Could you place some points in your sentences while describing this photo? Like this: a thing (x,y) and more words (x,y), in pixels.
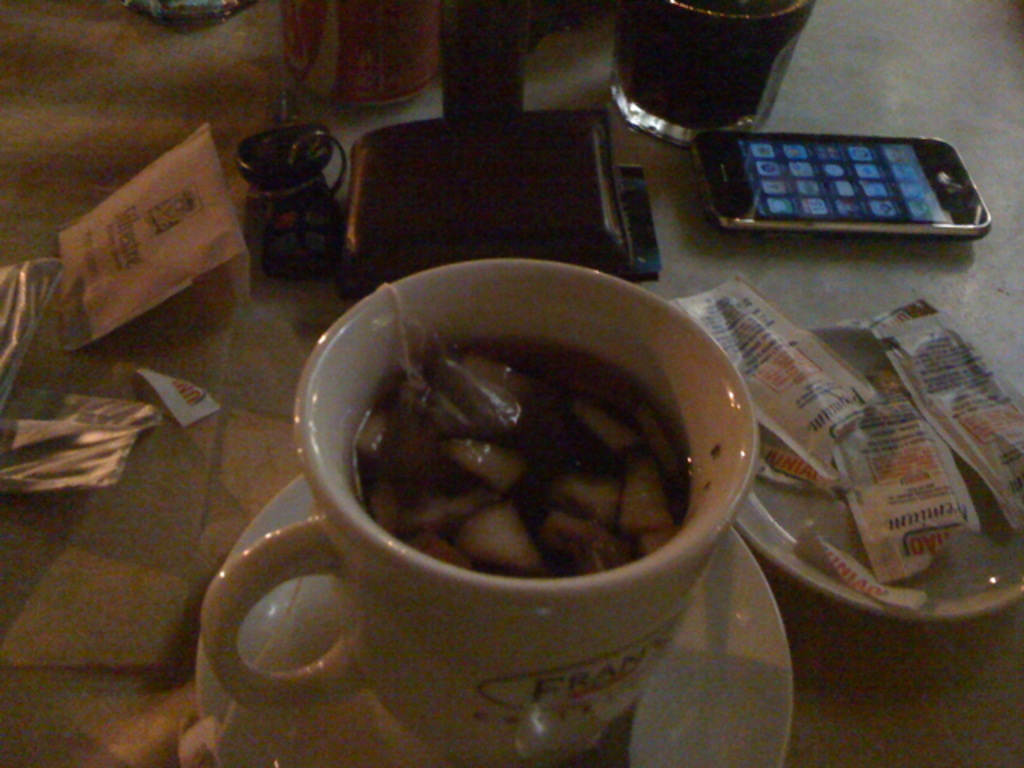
As we can see in the image there is a table (40,506). On table (816,45) there are plates (643,755), bowl (703,498), glass (765,52) and mobile phone (966,233).
